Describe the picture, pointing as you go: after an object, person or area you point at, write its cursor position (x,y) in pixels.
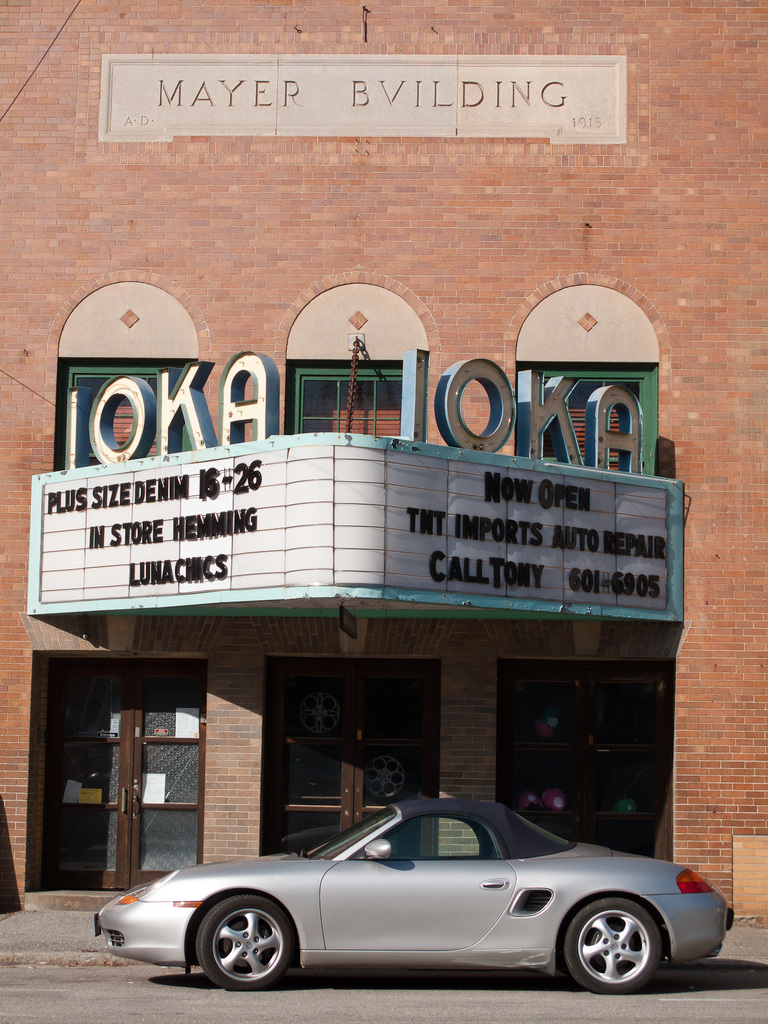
In this image I can see a road (301,992) in the front (121,903) and on it I can see a silver colour car (433,922). In the background (231,369) I can see a building (455,270), few doors (532,733), few boards (556,481) and on it I can see something is written. On the left side of the image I can see few white colour boards (176,710) on the doors (94,720) and on the top left corner of the image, I can see a wire like thing (78,4).
